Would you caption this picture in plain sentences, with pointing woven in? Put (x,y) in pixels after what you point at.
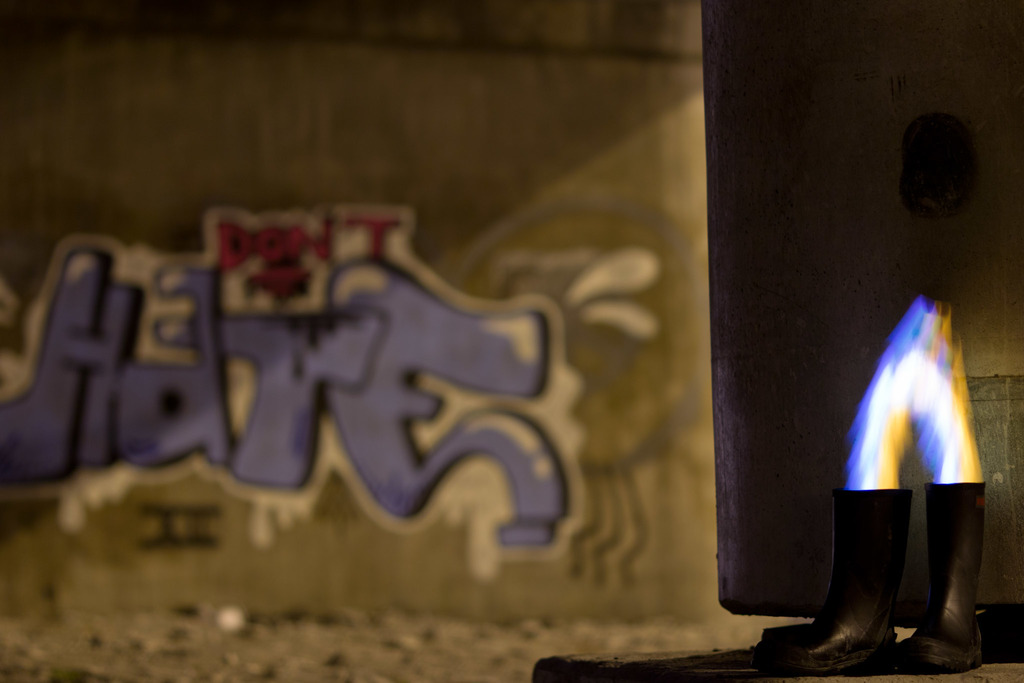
On the right (888,498) we can see shoes (942,535) which are kept on the ledge (856,681), beside that we can see flames (903,356) near to the wall (821,391). In the background (507,285) we can see the painting (457,324) on the wall (504,204).
